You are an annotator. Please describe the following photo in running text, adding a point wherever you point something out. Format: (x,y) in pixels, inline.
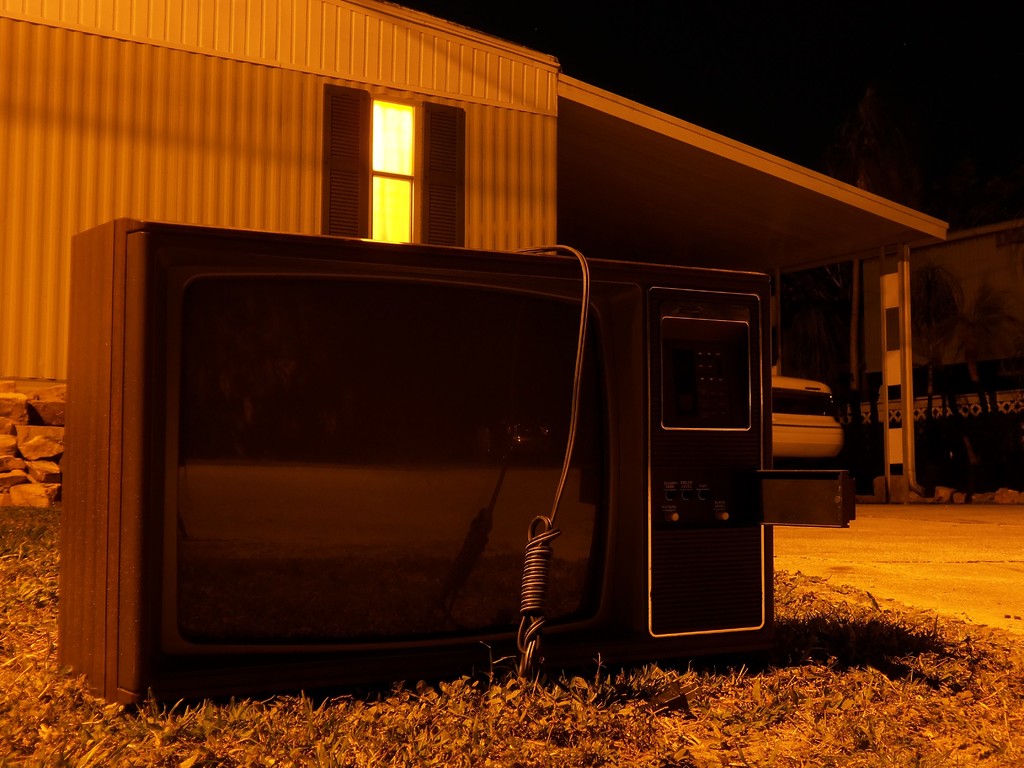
In the front of the image (506,546) there is a television (569,495), cable (530,629) and grass (92,728). In the background of the image (492,153) there are buildings (419,146), shed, rocks (58,421), window (411,135), trees (924,197), dark sky (851,11) and objects (792,418).
